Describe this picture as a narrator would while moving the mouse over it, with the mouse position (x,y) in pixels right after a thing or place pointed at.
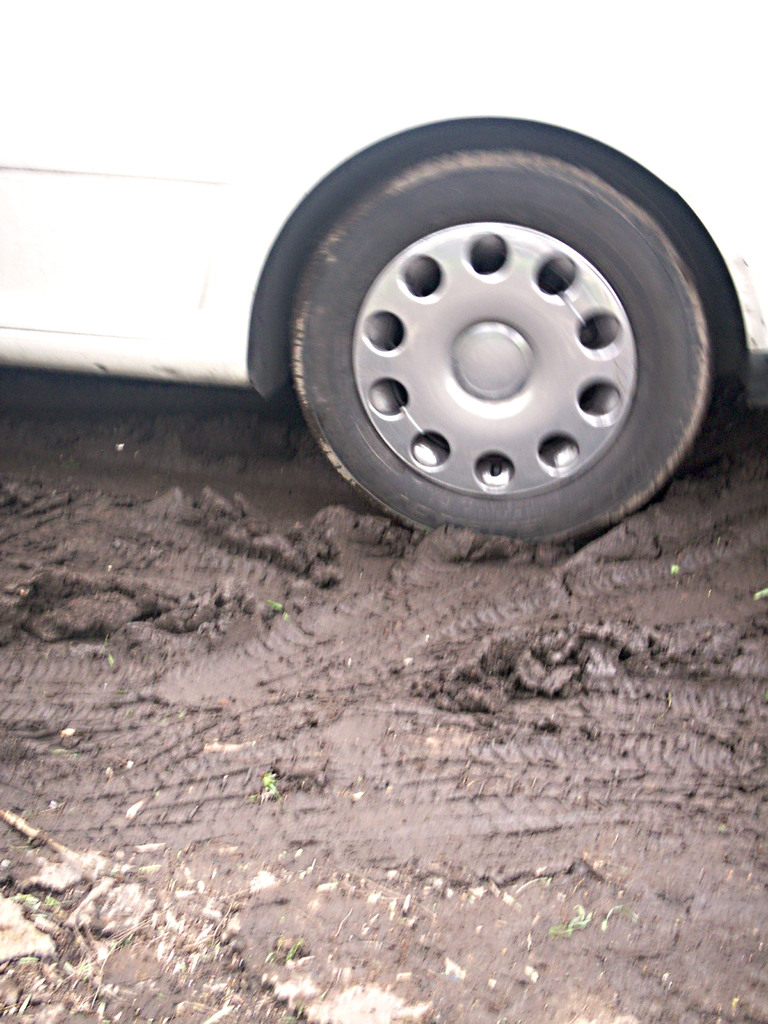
In this picture we can see a vehicle (638,114). At the bottom (345,777) there is mud (435,761).
